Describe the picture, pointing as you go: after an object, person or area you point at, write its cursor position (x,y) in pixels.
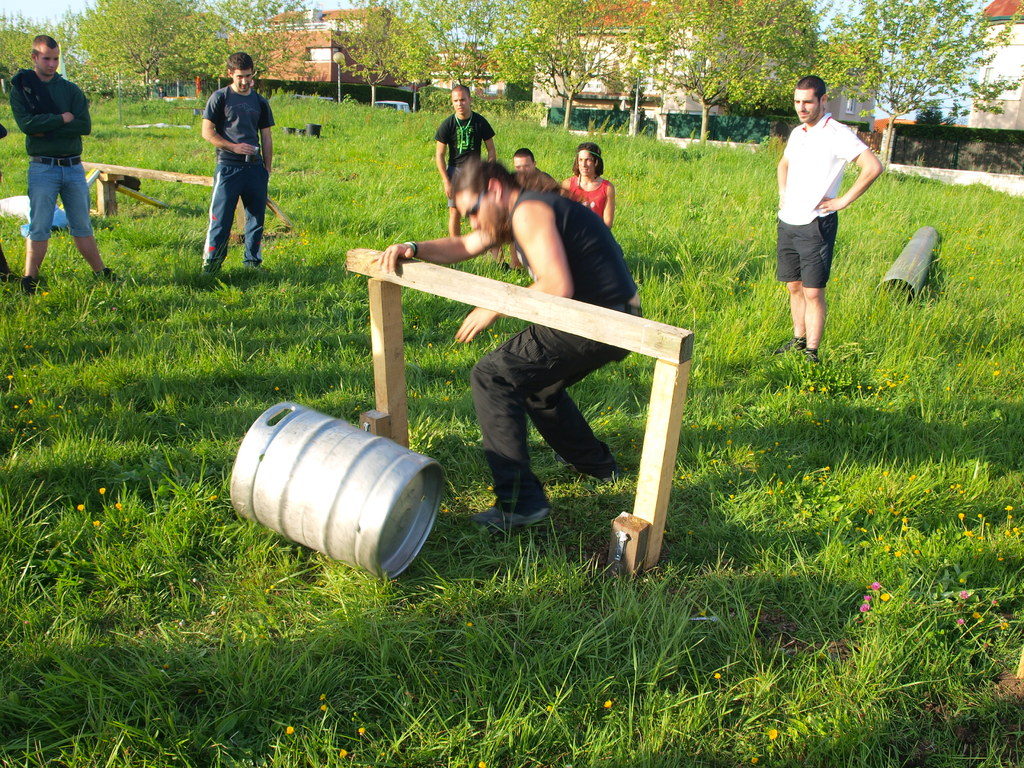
In this image I can see a person (564,336) wearing black dress (560,349) is standing and holding a wooden log (421,262) in his hand (404,255) and I can see a metal container (352,456) on the ground (264,543). In the background (897,269) I can see few other persons (217,185) standing on the ground (778,152), some grass (734,200), a pipe (913,276) on the ground (935,288), few trees (693,56), few buildings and the sky (45,14).
